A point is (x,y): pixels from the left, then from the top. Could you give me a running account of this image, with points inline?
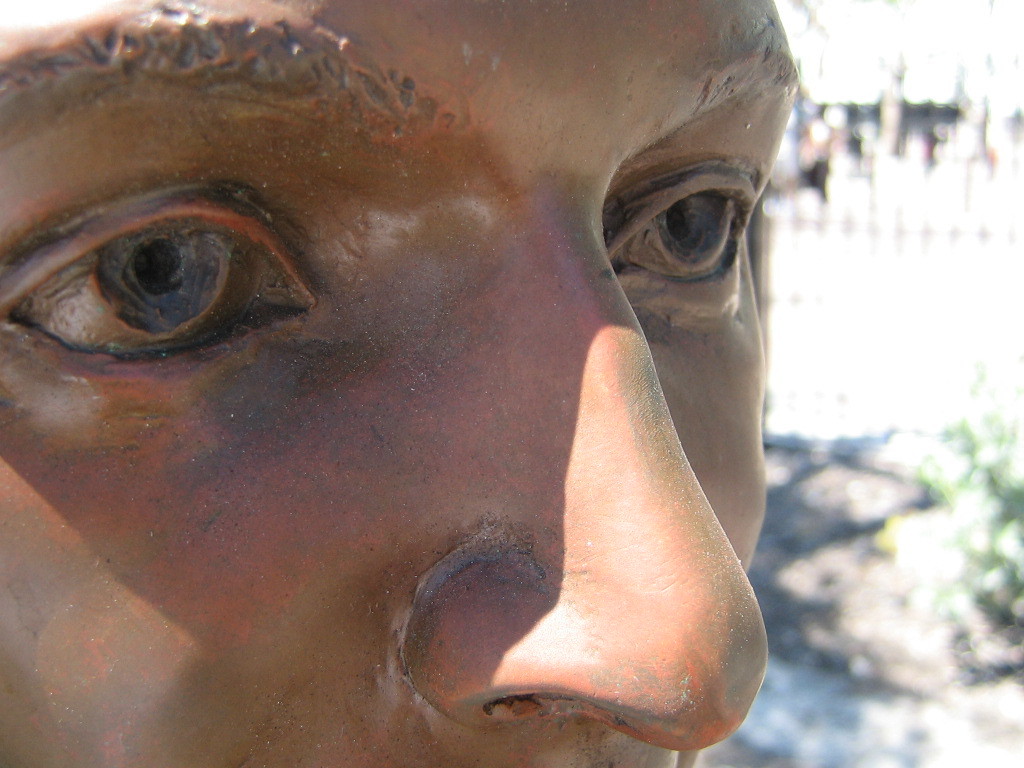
In the image we can see a face (187,272). Background of the image (1010,677) is blur.
